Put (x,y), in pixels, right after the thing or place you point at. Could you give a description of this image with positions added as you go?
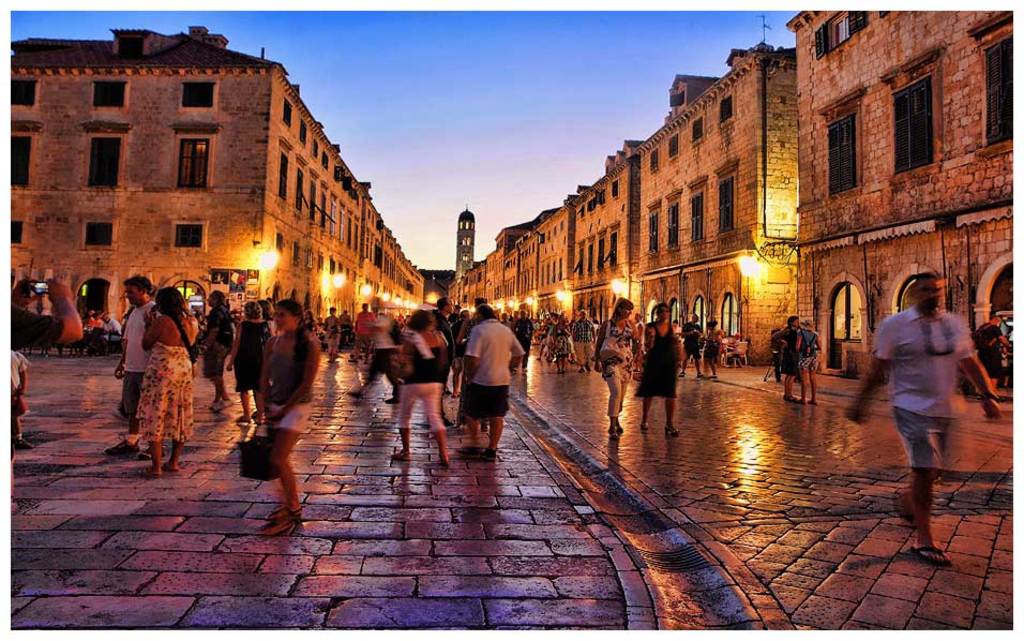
In the foreground of this picture (343,372), there are many persons (160,419) moving on the ground (653,427). In the background (257,198), we can see buildings (692,188), lights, and the sky (412,118).
